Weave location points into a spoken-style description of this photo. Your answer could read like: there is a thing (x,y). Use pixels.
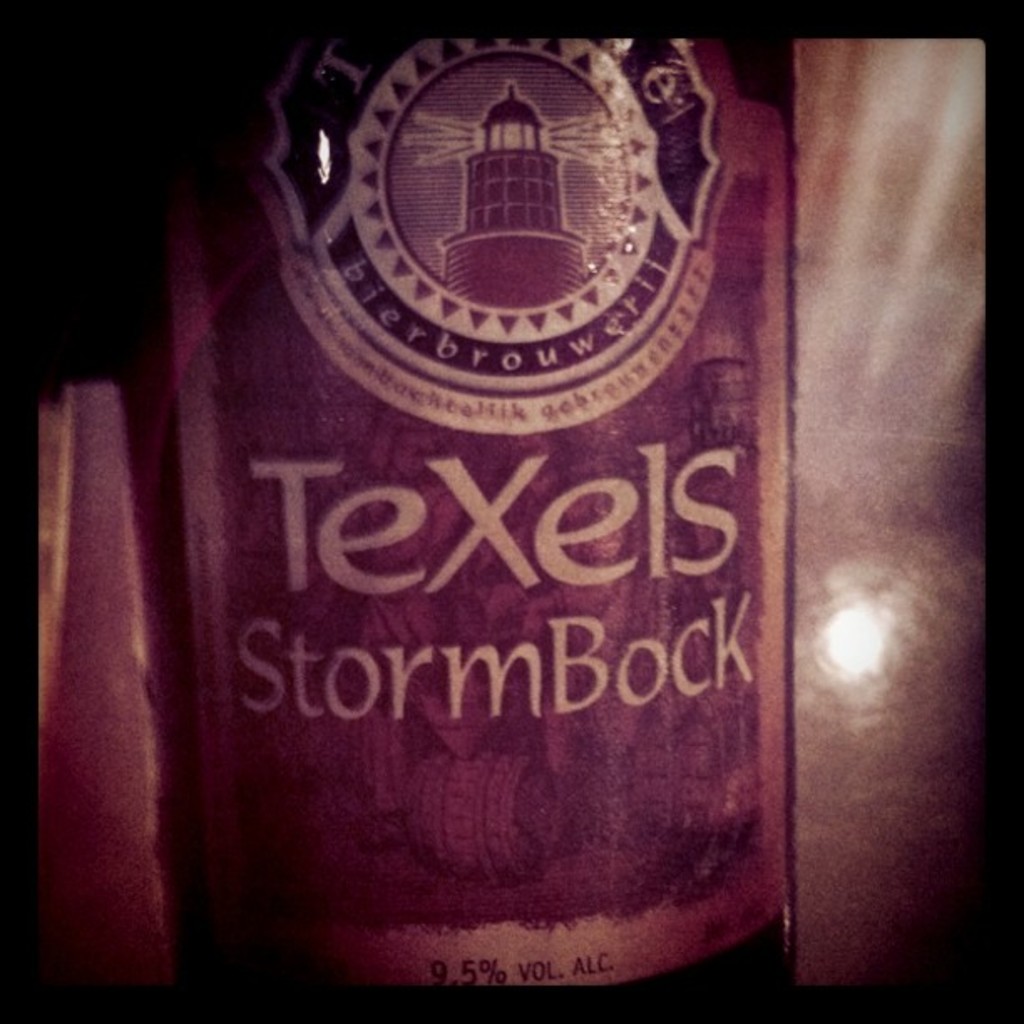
As we can see in the image there is a bottle (450,371).
